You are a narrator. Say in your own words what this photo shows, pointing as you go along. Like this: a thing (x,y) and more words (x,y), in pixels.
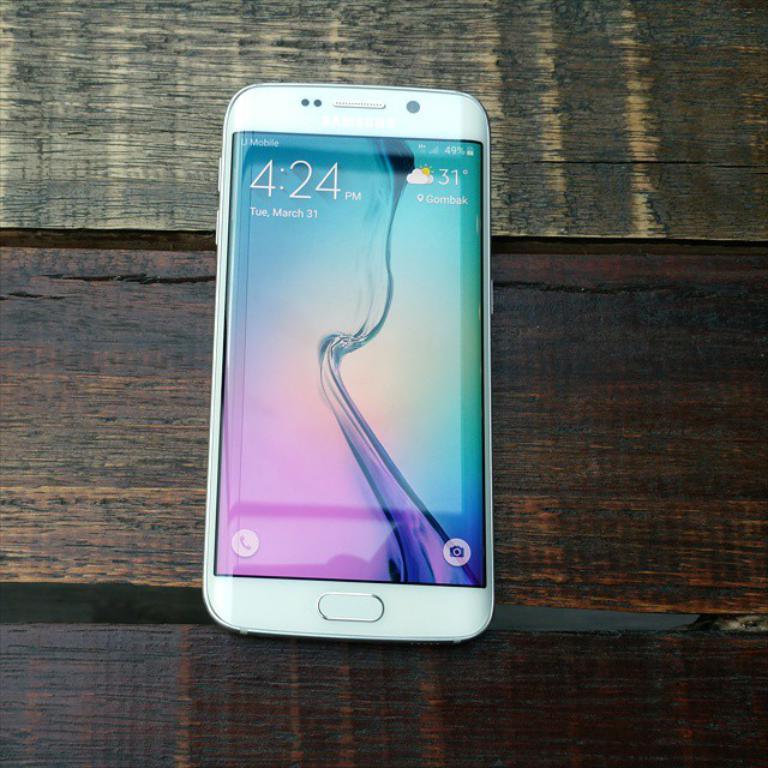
In this image I can see a mobile (210,529) on the screen (255,270) of mobile (344,186) I can see numbers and symbols (427,171).
